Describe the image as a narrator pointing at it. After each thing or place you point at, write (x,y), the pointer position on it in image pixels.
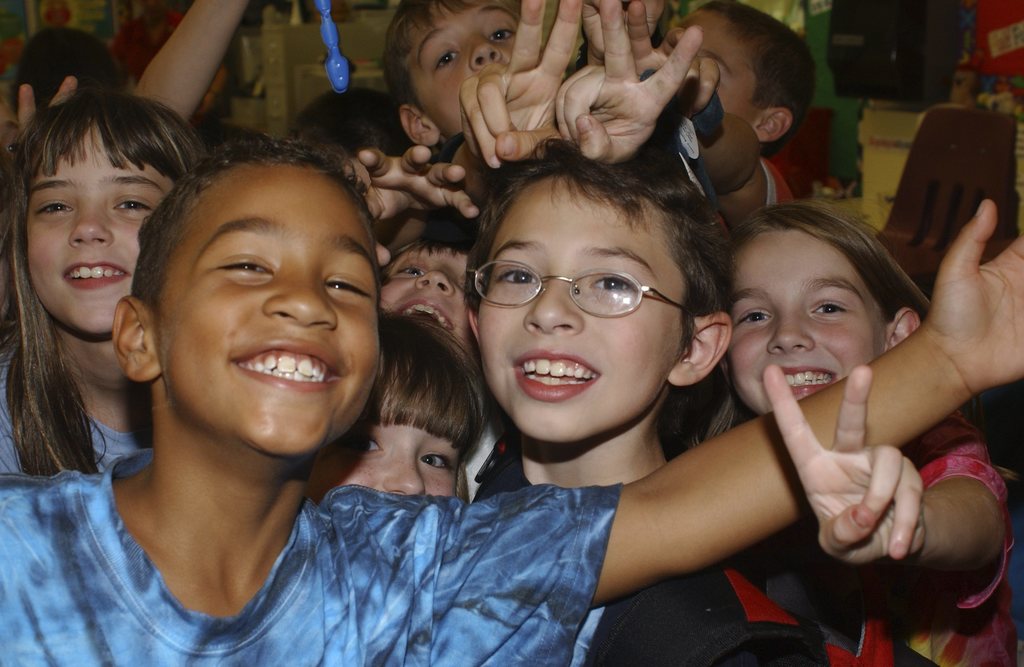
In the image there are many kids (1016,330). There is a kid (652,326) with spectacles (660,299). In the background (920,93) there are some other things (972,77).
